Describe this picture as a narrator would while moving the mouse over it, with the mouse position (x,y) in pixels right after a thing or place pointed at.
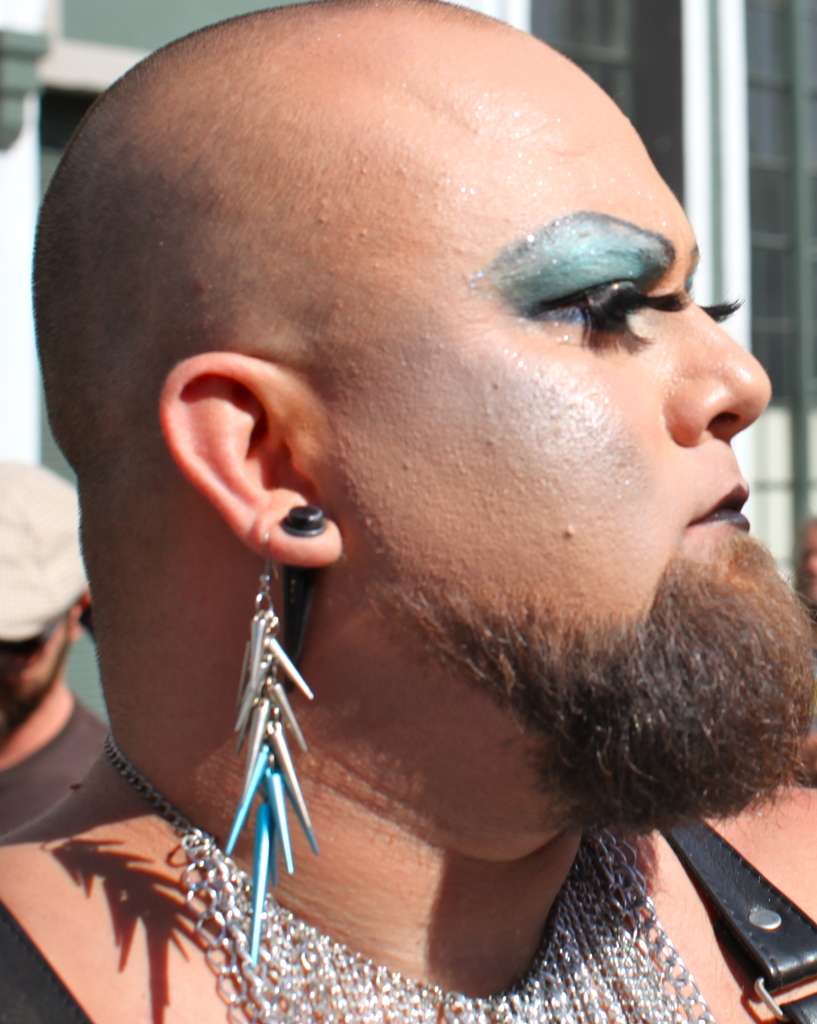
In this image in the foreground (487,771) there is one person (377,760) who is wearing earring (250,740), necklace (248,888). And in the background (43,576) there are some persons (21,537) and buildings (758,162).
